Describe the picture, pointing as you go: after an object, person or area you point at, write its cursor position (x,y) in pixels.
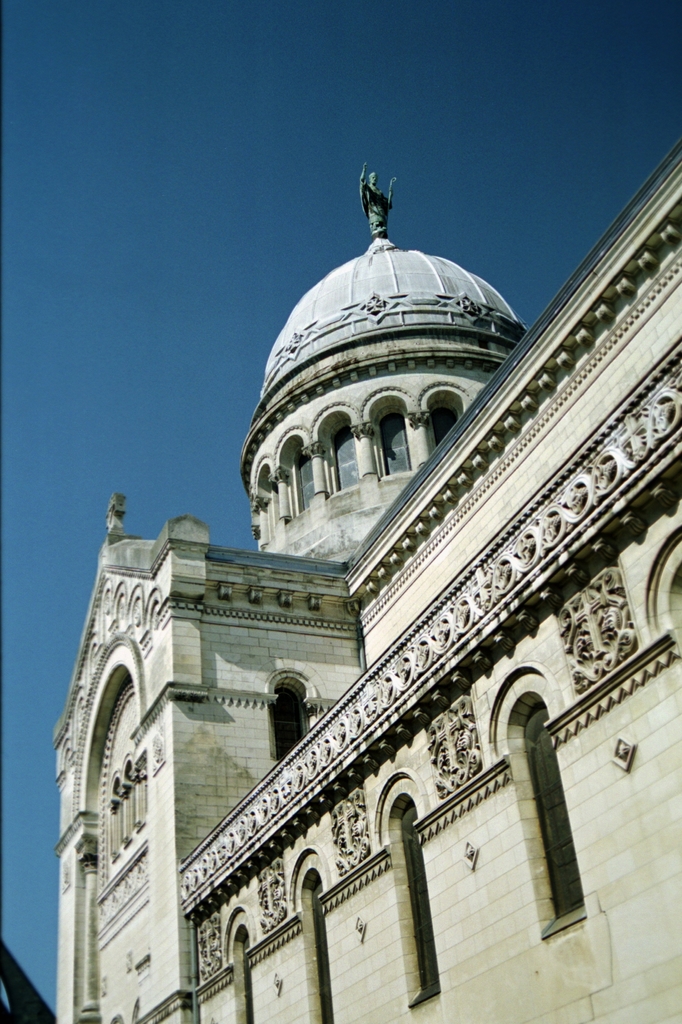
In this image I can see a building (212,824). At the top of the image (210,231) I can see the sky (13,378).
